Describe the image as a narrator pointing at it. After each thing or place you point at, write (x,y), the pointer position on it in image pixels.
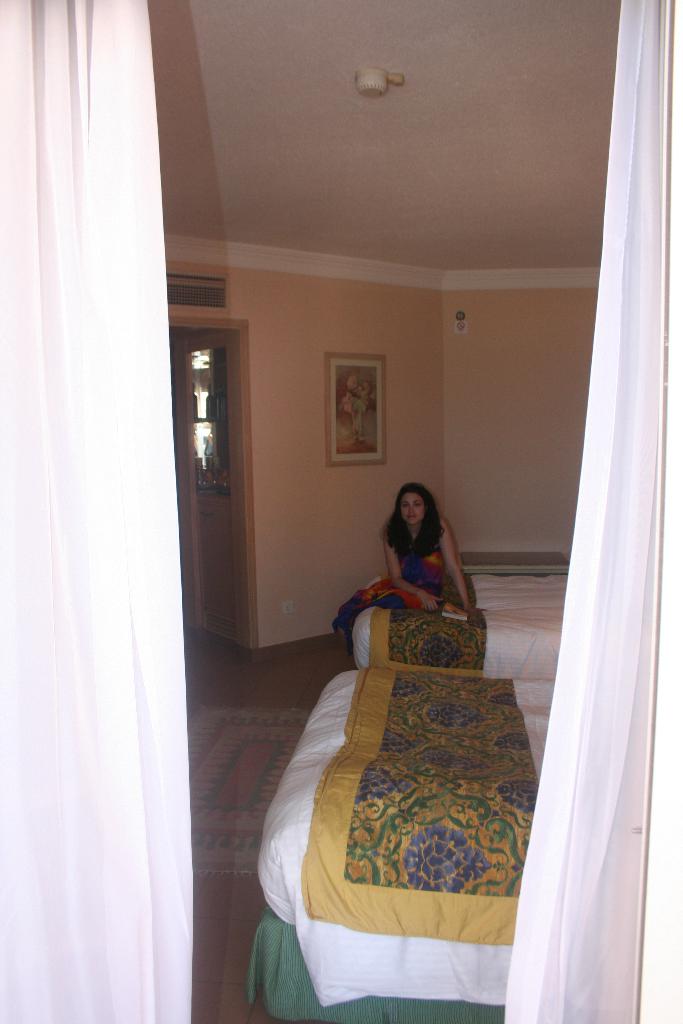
In this image i can see inside view of a room (374,555) and there are some beds (406,725) and a woman (388,589) wearing a red color skirt (391,593) sit on the bed (409,634). And there is wall (284,478) on the background (294,440) and there is a photo frame (334,416) attached to the wall (304,442).
